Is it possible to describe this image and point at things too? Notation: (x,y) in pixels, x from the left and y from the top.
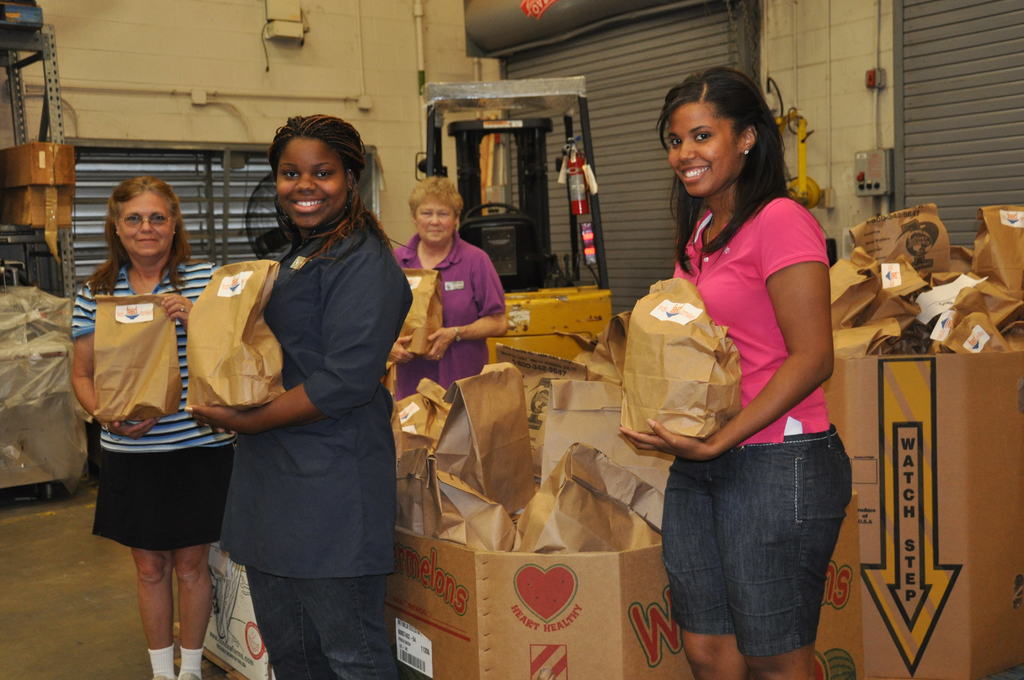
In this image, there are a few people (355,356) holding some objects (246,344). We can see some cardboard boxes (623,562) with paper bags (662,482). We can see the ground (72,637). We can see some shelves (48,72) with objects (23,252) on the left (48,244). We can also see some black colored objects (468,144). We can see the wall (788,16) with shutters (976,68) and some objects (542,105).
